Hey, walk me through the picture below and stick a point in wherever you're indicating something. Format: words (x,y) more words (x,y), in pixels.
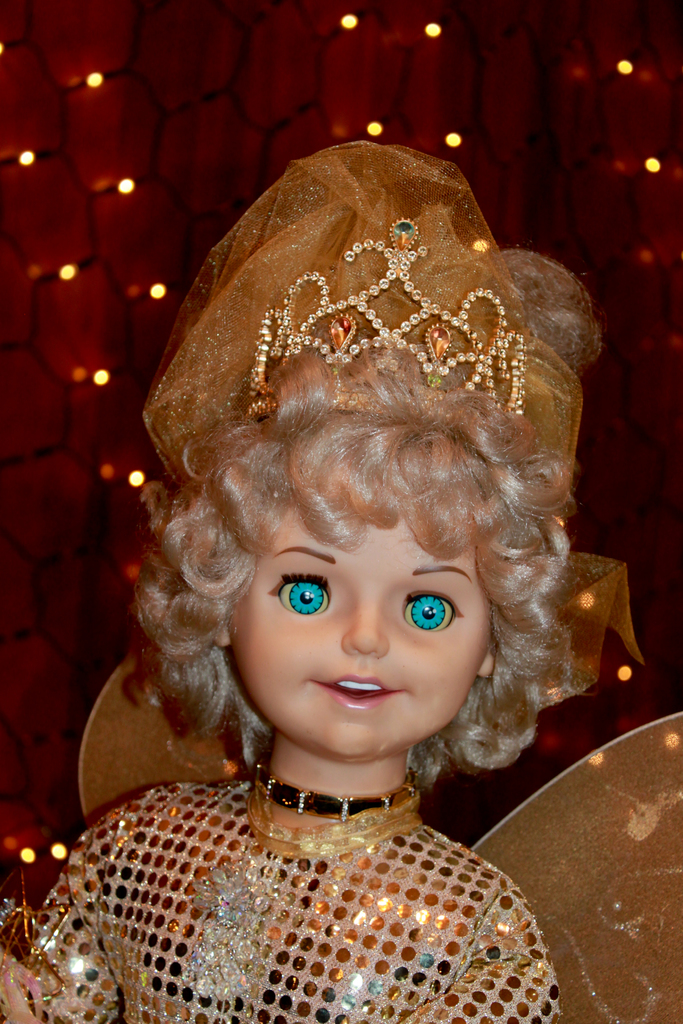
In this image there is a toy girl (327,836) wearing golden dress (351,882) and crown (423,317). In the background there are lights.
